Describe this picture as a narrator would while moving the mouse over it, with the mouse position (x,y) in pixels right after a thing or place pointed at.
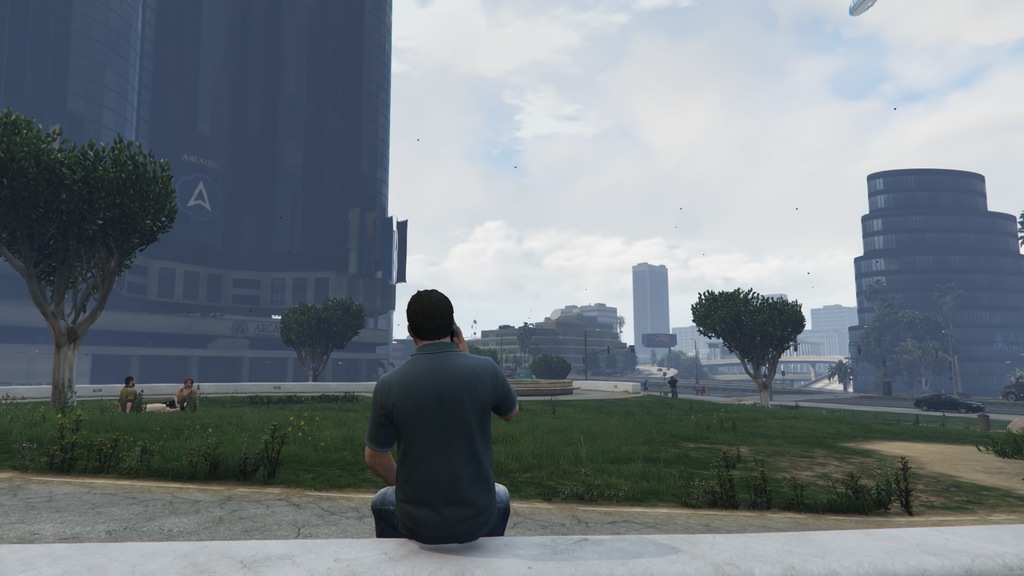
In this picture we can see a person (416,528) sitting on the wall (457,554) and in the background (908,119) we can see the grass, trees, buildings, few people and the sky (919,127).
